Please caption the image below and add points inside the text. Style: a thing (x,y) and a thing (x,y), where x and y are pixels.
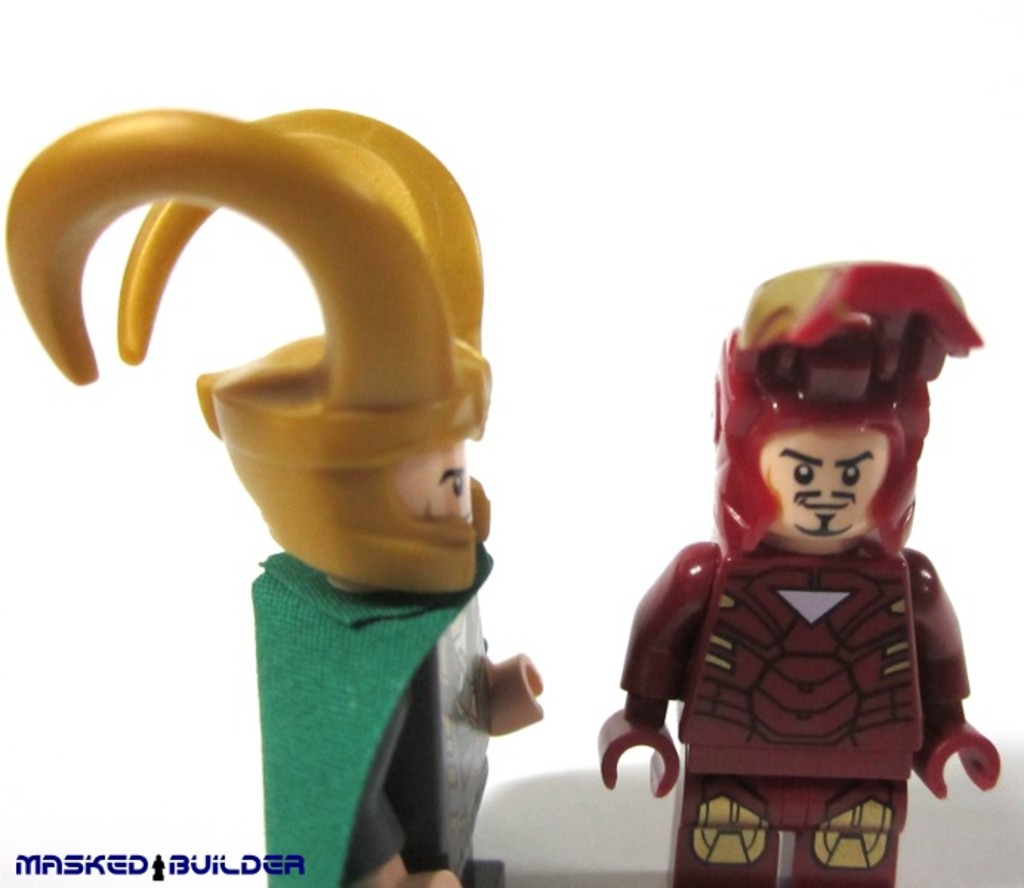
In the picture we can see a two toys (759,685) one toy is with a horns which are yellow in color and one toy (737,685) is red in color.
